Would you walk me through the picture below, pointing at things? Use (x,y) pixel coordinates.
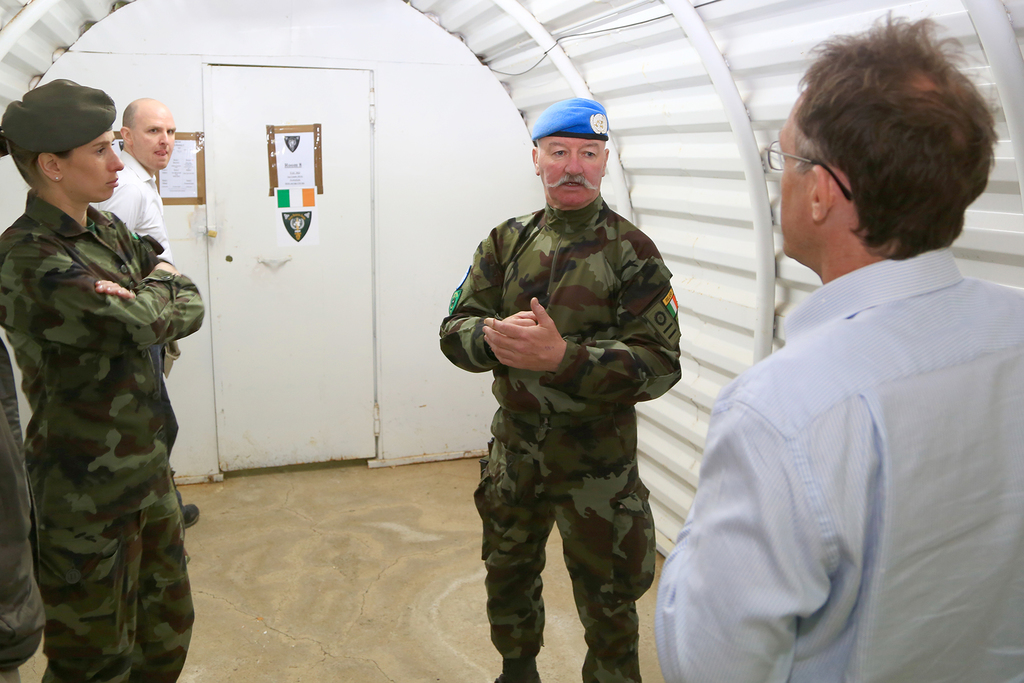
In this image I can see group of people (63,224) standing. In front (622,323) the two persons (522,309) are wearing military dress (585,318) and the other person (807,541) is wearing white color shirt (807,541). Background (343,204) I can see few papers (314,220) attached to the door (293,253) and the door (293,253) is in white color.
